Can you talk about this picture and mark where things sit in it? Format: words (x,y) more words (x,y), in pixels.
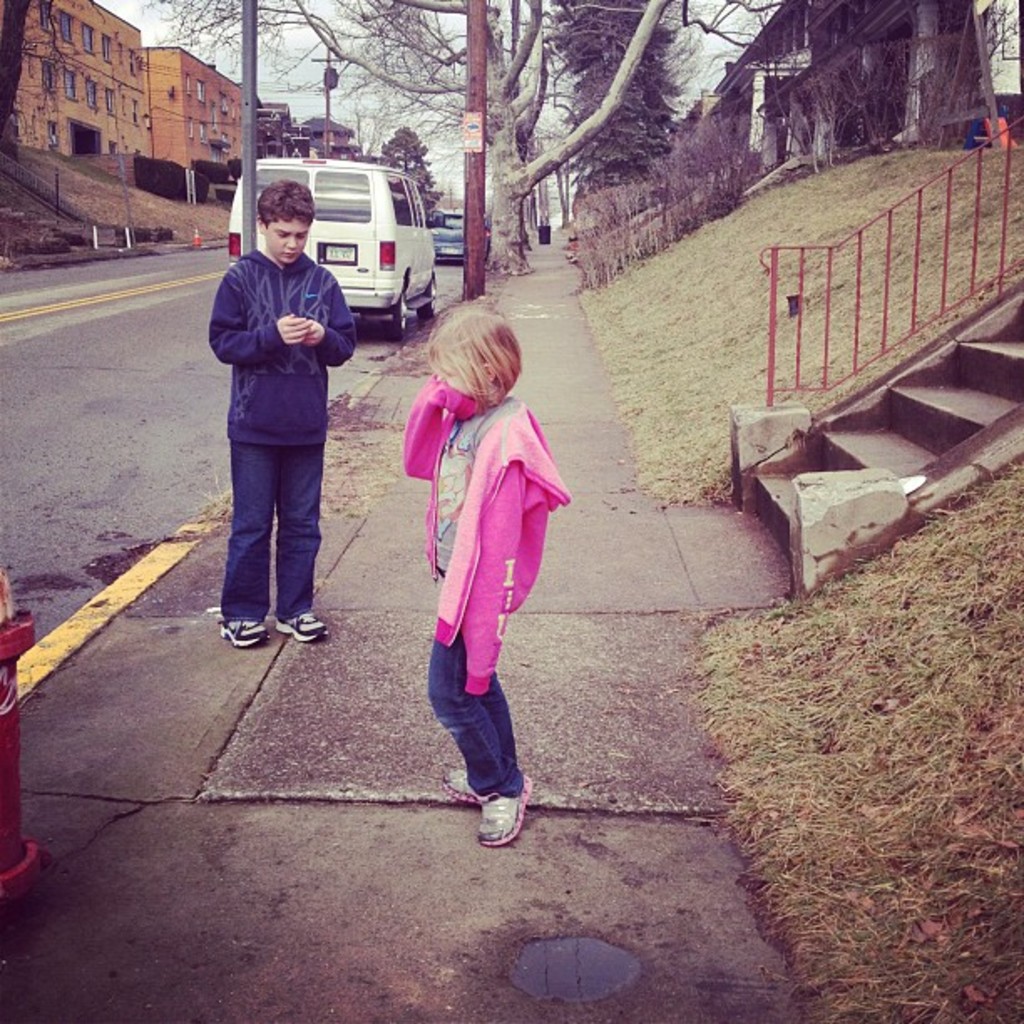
In this picture we can see two persons (440,604) standing on the walkway (411,591). Beside the person's (491,545) there are stairs (940,353), railing (1006,202) and grass (983,743). In the background of the image (381,250) we can see some vehicles (436,228) parked on the road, trees (518,212), buildings (81,104) and the sky (327,11).
